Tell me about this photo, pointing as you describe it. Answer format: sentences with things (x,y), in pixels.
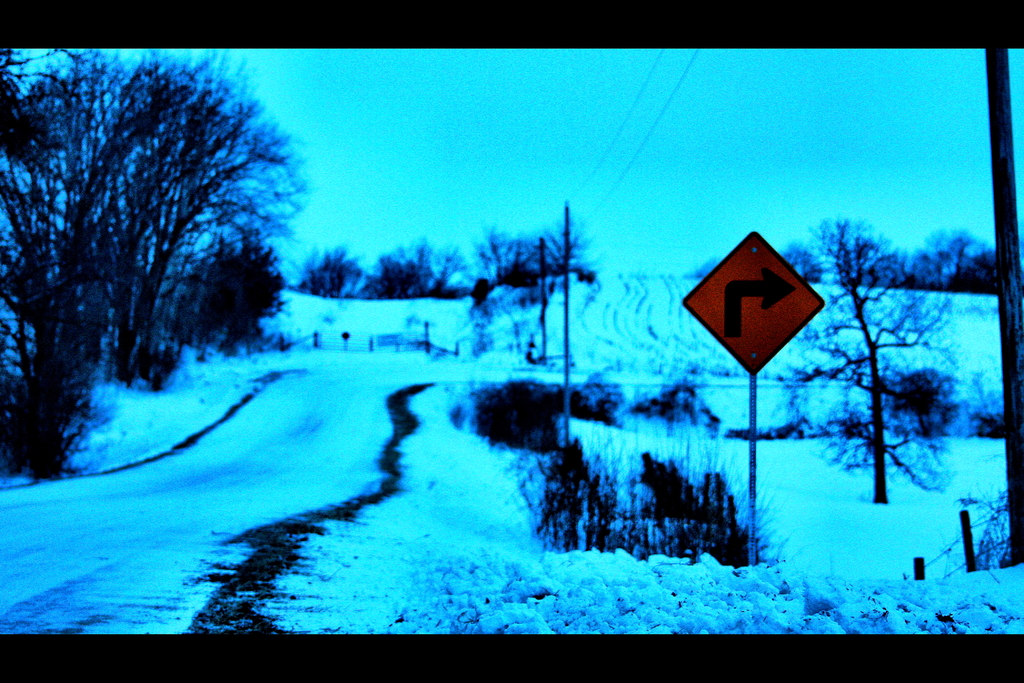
In this image, in the middle (673,402) there are trees (558,266), signboards (750,342), poles (542,325), ice (533,529), plants (587,488), cables (635,155), sky (485,204).
